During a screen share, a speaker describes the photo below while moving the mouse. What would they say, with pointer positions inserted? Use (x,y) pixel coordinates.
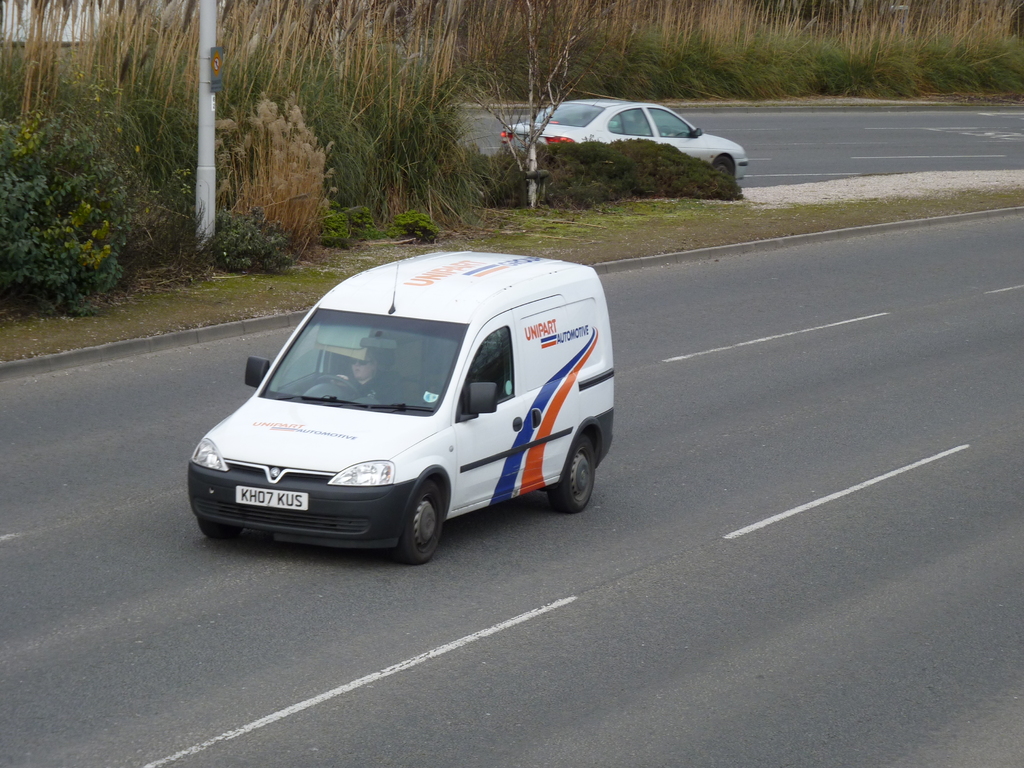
In this image we can see two vehicles (474,509) on the road (717,465) and to the side there is a pavement (523,217) and there are some plants (191,212) and grass (468,184) on it. There is a pole (213,17) and we can see a tree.
